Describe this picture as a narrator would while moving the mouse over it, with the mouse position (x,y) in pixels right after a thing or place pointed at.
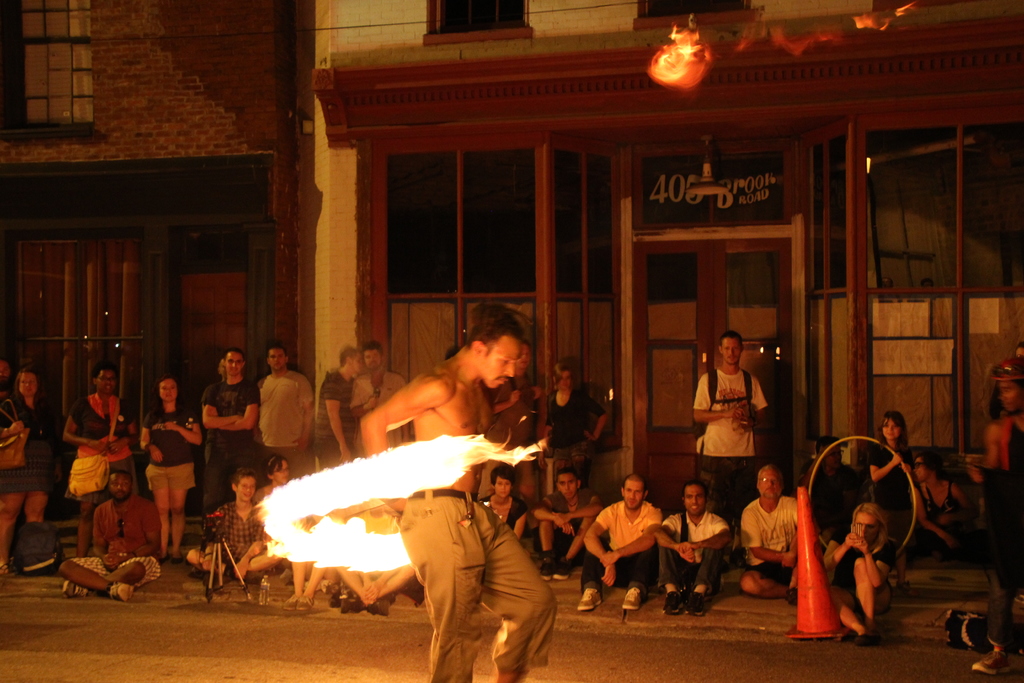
Here we can see fire (370,480) around a person (479,496). This is a road (480,650). In the background (56,392) we can see group of people (732,498), buildings (812,353), doors (666,310), glasses (490,216), and boards (688,181).
